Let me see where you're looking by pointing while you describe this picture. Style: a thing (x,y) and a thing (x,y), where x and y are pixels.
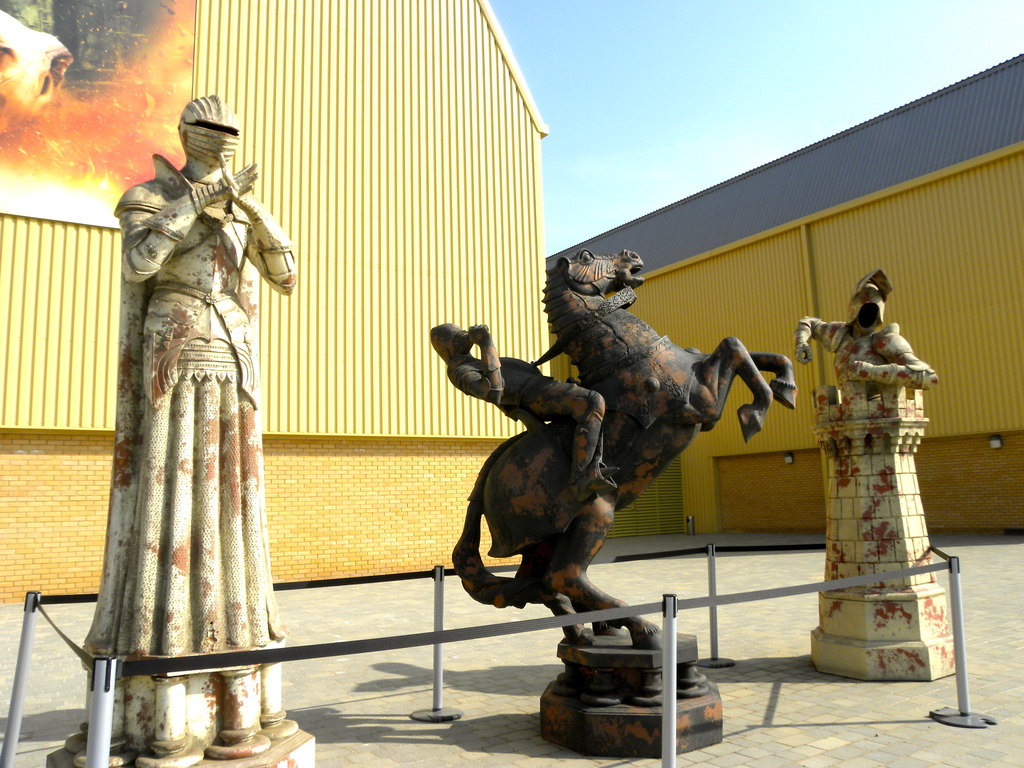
In the image we can see there are sculptures (555,431) of people (242,453) and the horse (607,410). Here we can see houses (789,252), poster (63,60), footpath (871,698) and the sky (706,81). We can even see the poles (105,727) and caution tape (68,645).
